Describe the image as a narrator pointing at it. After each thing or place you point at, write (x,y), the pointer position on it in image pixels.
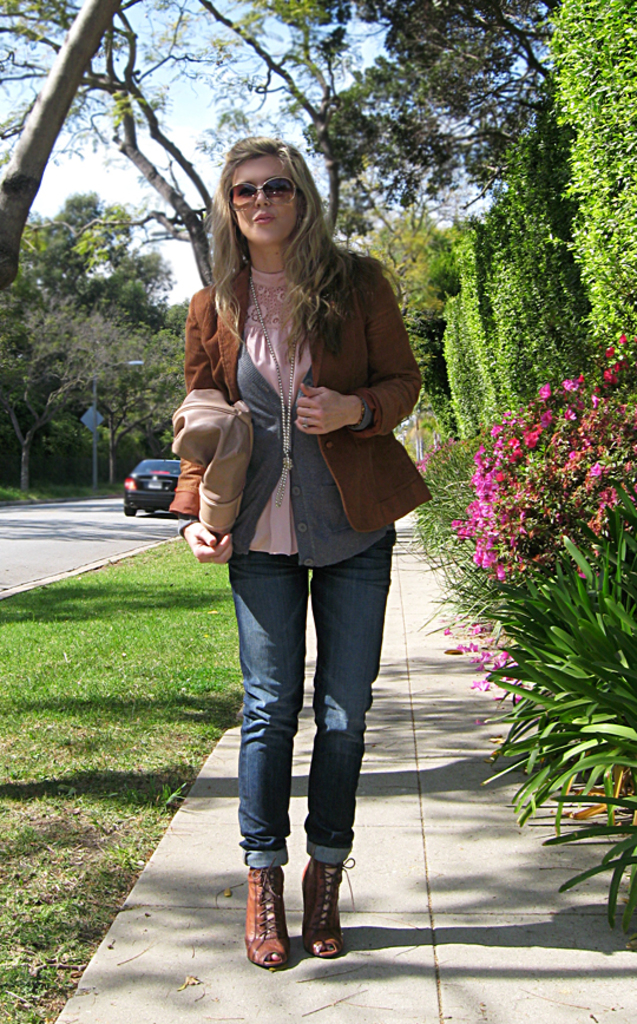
In this image we can see a lady (300,595) holding an object (200,430). Beside the lady (255,485) we can see a group of flowers (522,454) and plants (470,455). Behind her we can see the grass (93,583), car (163,505), street pole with a light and a group of trees (159,317). At the top (283,68) we can see the sky (171,78).
